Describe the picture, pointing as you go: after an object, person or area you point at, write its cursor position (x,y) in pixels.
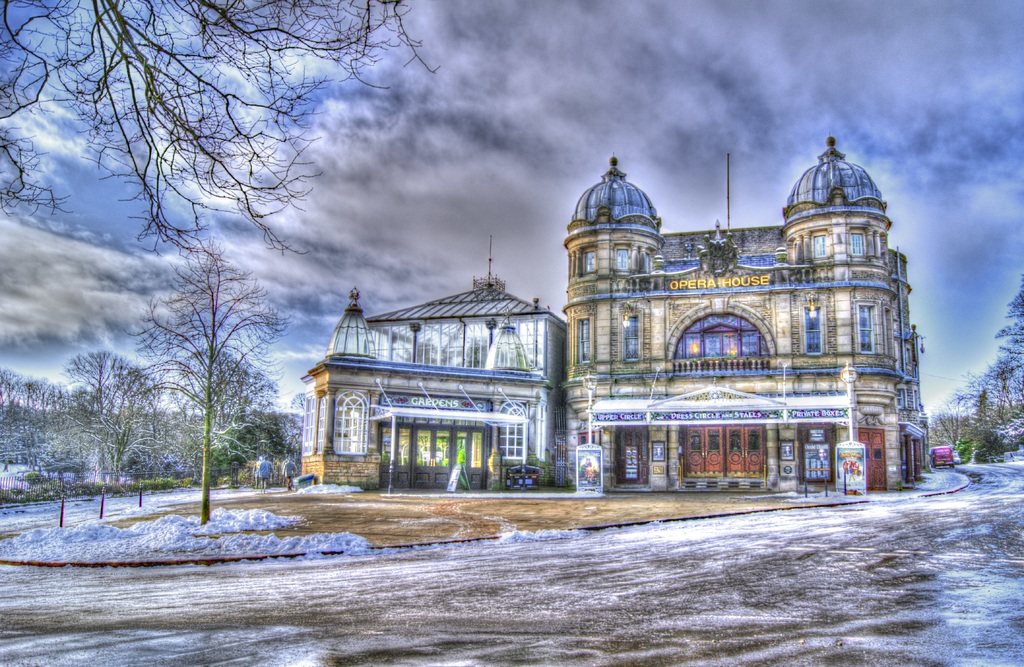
This image is an animated image. At the top of the image (500,119) there is a sky (656,103) with clouds (555,64). On the left side of the image (106,400) there are a few trees (136,459) and plants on the ground (186,493) and there is a fence (109,489). At the bottom of the image (257,535) there is a ground (295,596) covered with snow (846,512). On the right side of the image (976,427) there are a few trees (975,427) and a car (939,449) is parked on the road (948,521). In the middle of the image (478,363) there are two buildings (543,352) with walls (649,347), windows (692,334), roofs (631,203) and doors (629,431). There are many boards (825,463) with text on them. There are two street lights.
